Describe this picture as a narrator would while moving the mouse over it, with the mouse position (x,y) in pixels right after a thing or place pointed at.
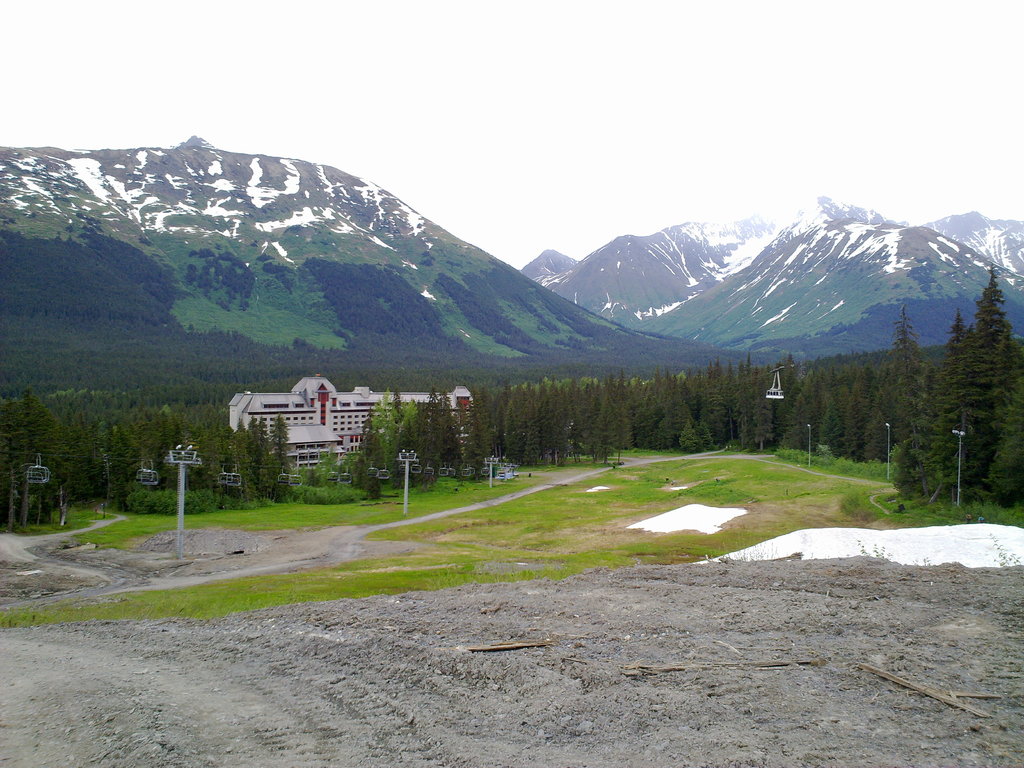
This image is taken outdoors. At the bottom of the image (329,650) there is a ground (314,674) with grass (601,542) on it. In the background (463,305) there are a few hills (273,247) covered with snow (287,218). In the middle of the image (564,418) there are many trees (852,398) and plants (160,490) and there are a few poles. There is a house (321,409).
